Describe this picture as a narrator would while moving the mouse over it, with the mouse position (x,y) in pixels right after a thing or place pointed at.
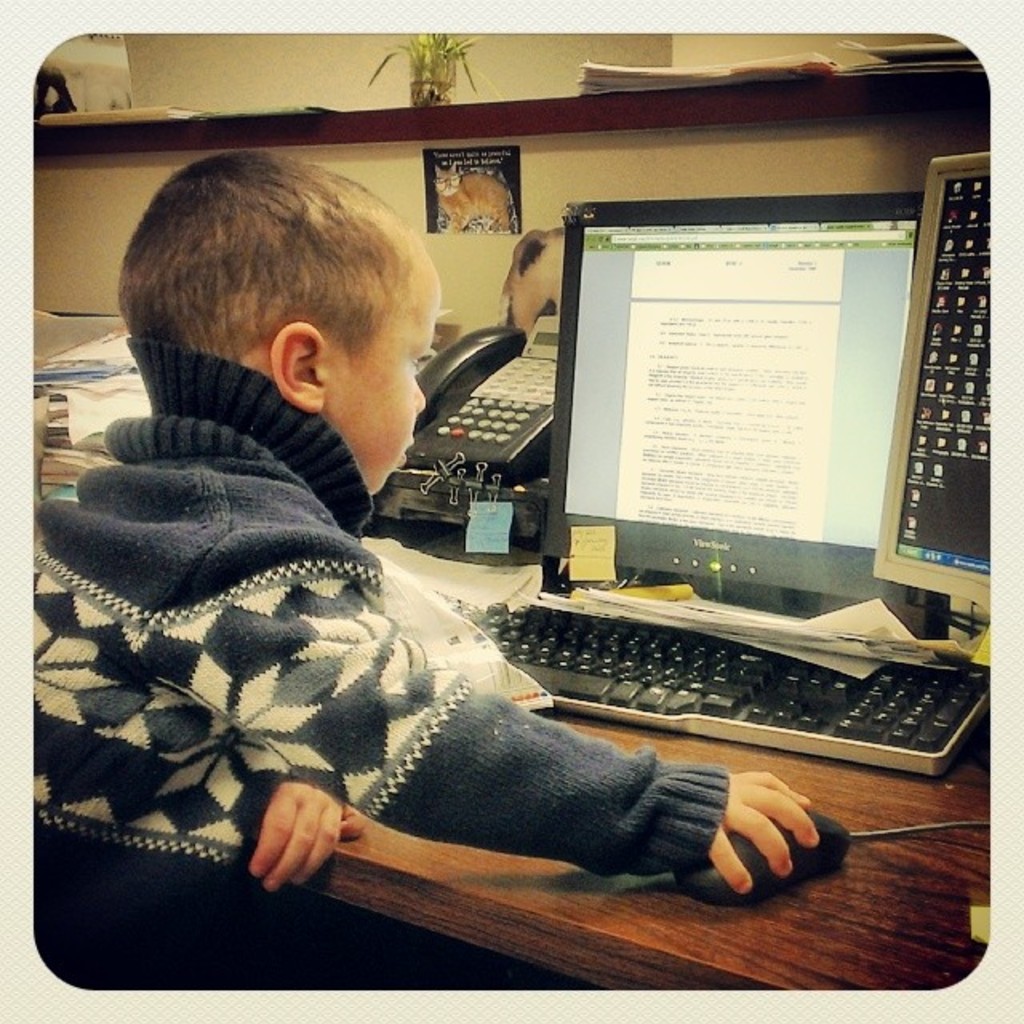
In the picture I can see a boy (395,700) is operating a computer mouse (779,888) with the hand (762,828). I can also see monitors (683,551), a telephone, a keyboard (697,653) and some other objects (574,591) on a wooden table (786,777). In the background (600,177) I can see a wall (588,169) and some objects (434,87) on a shelf (553,132).
